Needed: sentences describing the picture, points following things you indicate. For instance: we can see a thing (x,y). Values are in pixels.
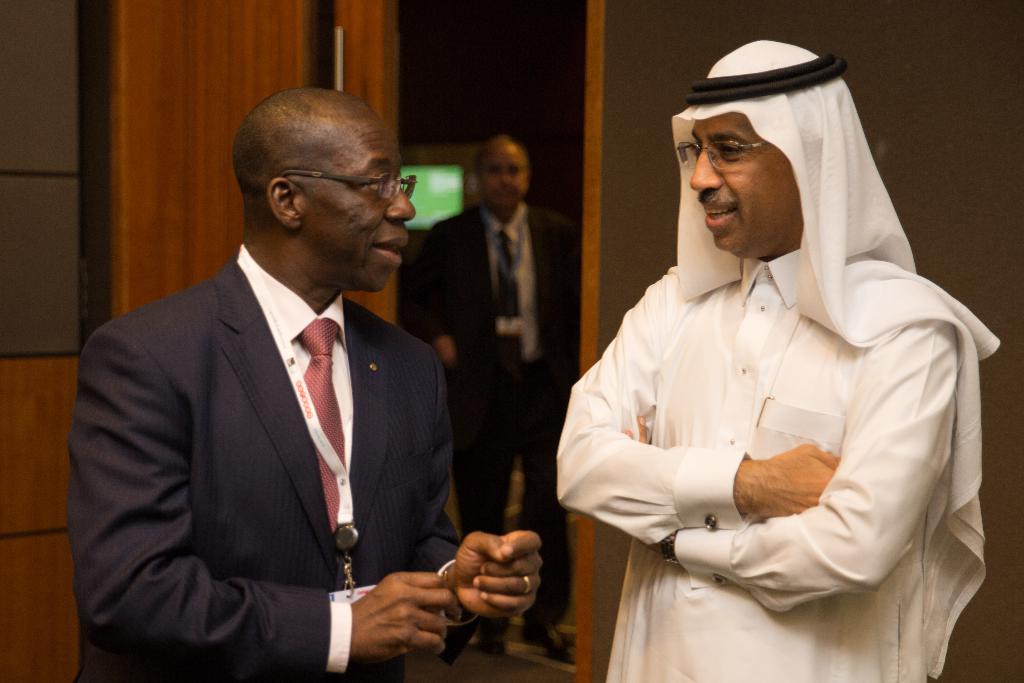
In this picture we can see two people (647,520) and they are wearing spectacles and in the background (468,526) we can see a person (467,525) and some objects (592,532).
